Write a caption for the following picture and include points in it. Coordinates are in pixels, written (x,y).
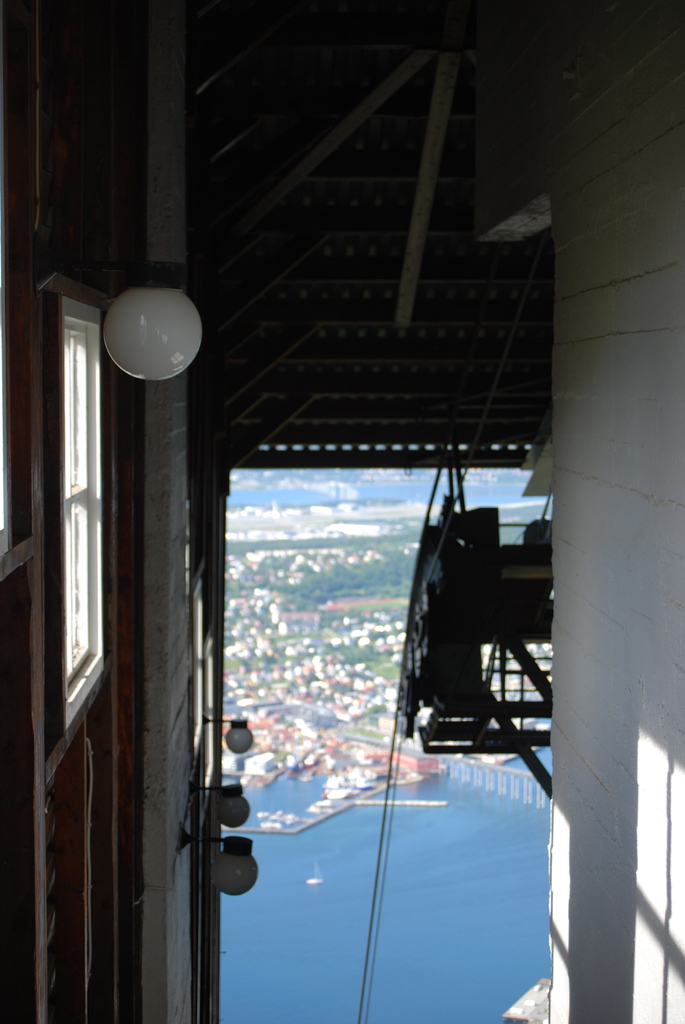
In this picture on the left side (91,360) there are light lamps (147,315) and there are windows (69,456). On the right side (488,604) there is an object (489,630) which is black in colour. At the top (405,247) there is roof (391,262). In the background (333,628) there are trees (322,601), there is water (413,855), there are buildings (318,724) and there is a bridge (500,781).
